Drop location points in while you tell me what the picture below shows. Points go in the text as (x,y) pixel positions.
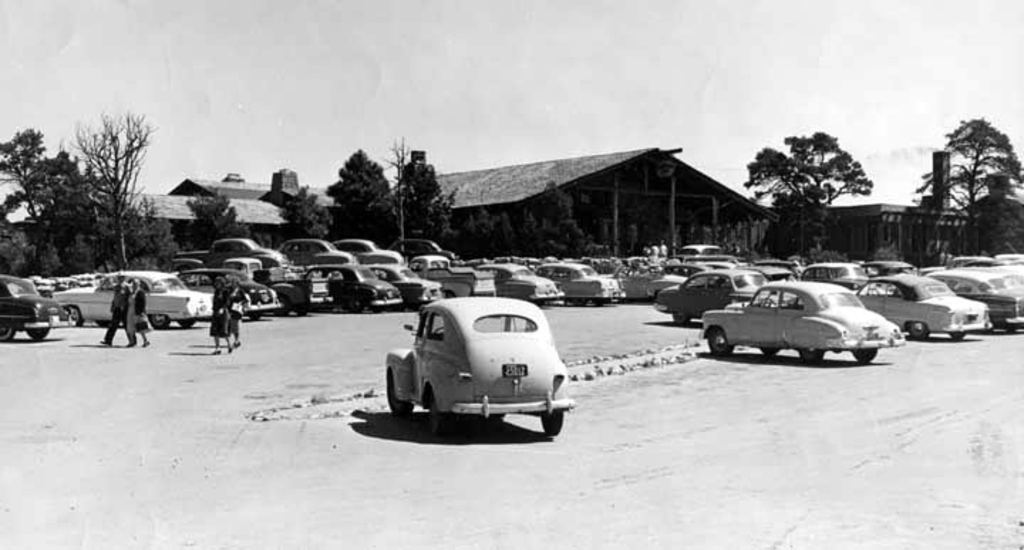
This is a black and white image. In this image, on the left side (123,300), we can see a group of people (123,300) walking on the road (365,328). In the middle of the image (510,326), we can see a car (558,378) which is placed on the road (680,402). On the right side (960,309), we can see few vehicles (943,274) which are placed on the road (901,347). In the background (63,316), we can see few vehicles (375,280) which are placed on the road (928,493), trees (158,259), building (901,217), plants (170,251), smoke (920,149). At the top (510,107), we can see a sky (479,129).
